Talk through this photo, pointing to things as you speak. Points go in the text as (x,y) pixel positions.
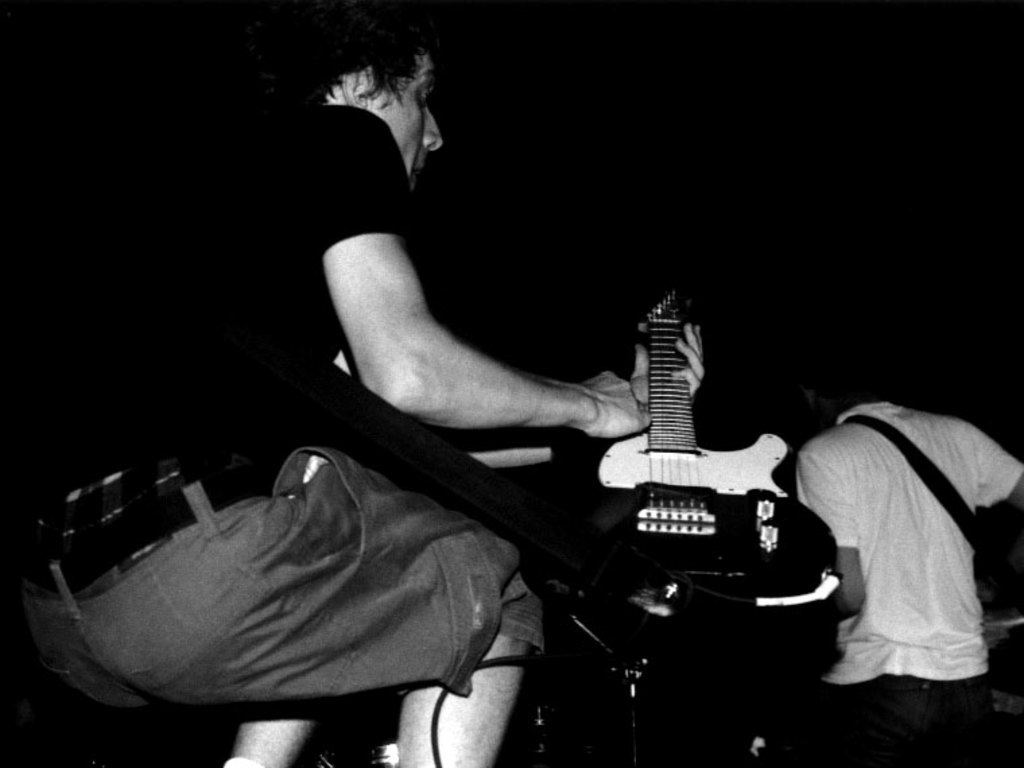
There are two persons (882,551) in this image, the left side of the image (290,367) a man (353,212) wearing a black T-shirt (349,226) holding a guitar (656,368) and at the right side of the image (823,491) a man (966,467) wearing a white shirt (967,454) with a strap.
